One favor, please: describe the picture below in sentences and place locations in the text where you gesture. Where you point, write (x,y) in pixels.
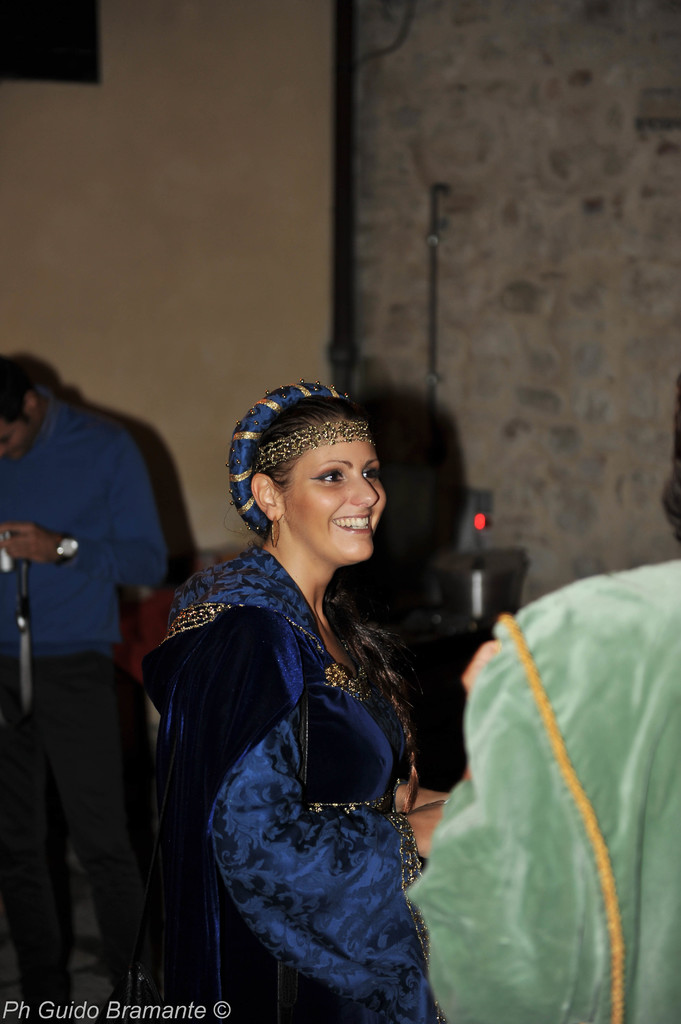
In this image there are persons (81,568) standing. In the center (400,645) there is a woman (258,747) standing and wearing a blue colour dress (281,744) and smiling. In the background (247,213) there is wall (444,315) and in front of the wall (502,526) there is an object (456,578).
